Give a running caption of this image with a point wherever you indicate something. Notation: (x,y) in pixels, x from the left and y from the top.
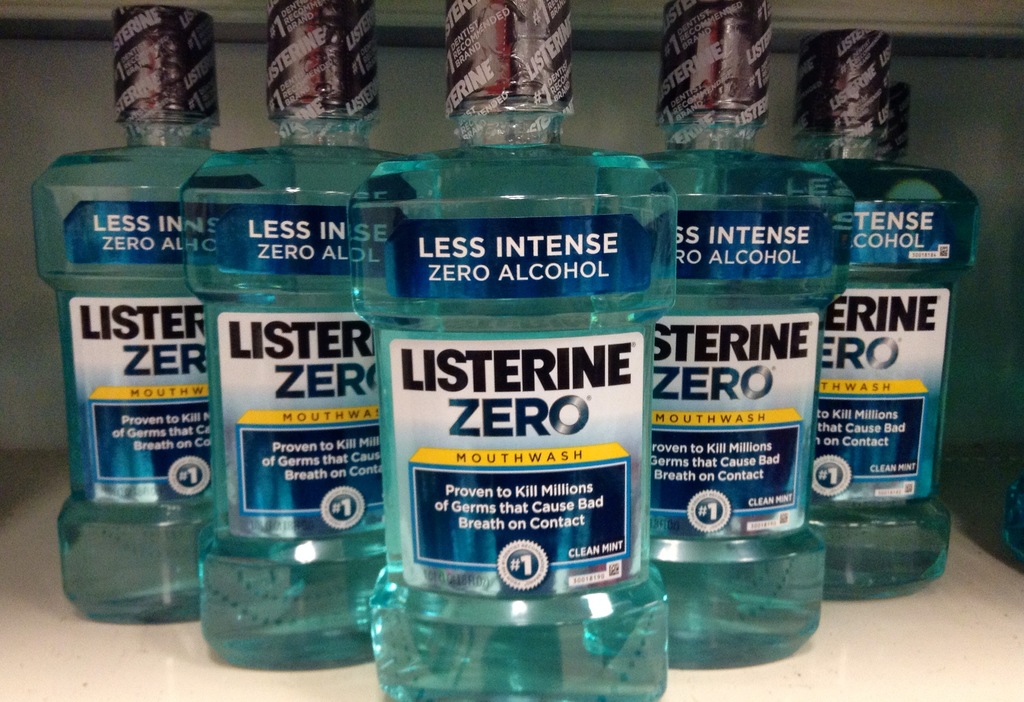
In this image we can see the Listerine brand germs cleaning bottles (523,340) on the table (82,629).
